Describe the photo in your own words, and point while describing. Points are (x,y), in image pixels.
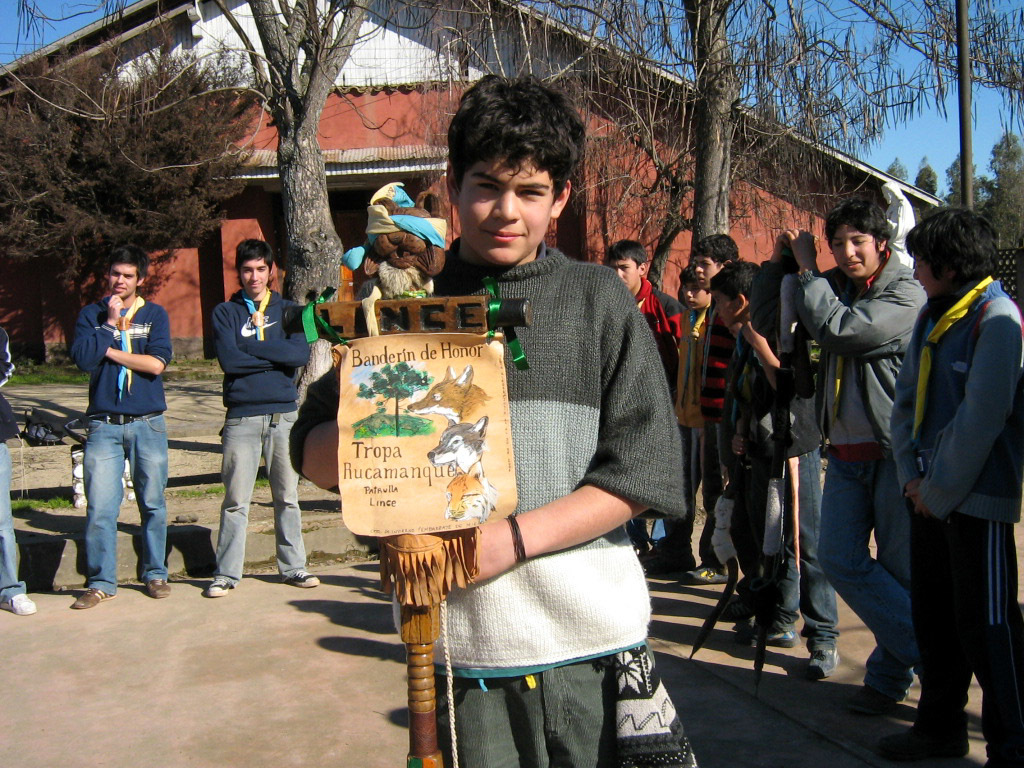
In this picture we can see a group of people (810,564) standing on the ground (328,611), poster (407,511), toy (400,278), building (338,102), trees (713,155), some objects (968,106) and in the background (62,30) we can see the sky (934,115).
